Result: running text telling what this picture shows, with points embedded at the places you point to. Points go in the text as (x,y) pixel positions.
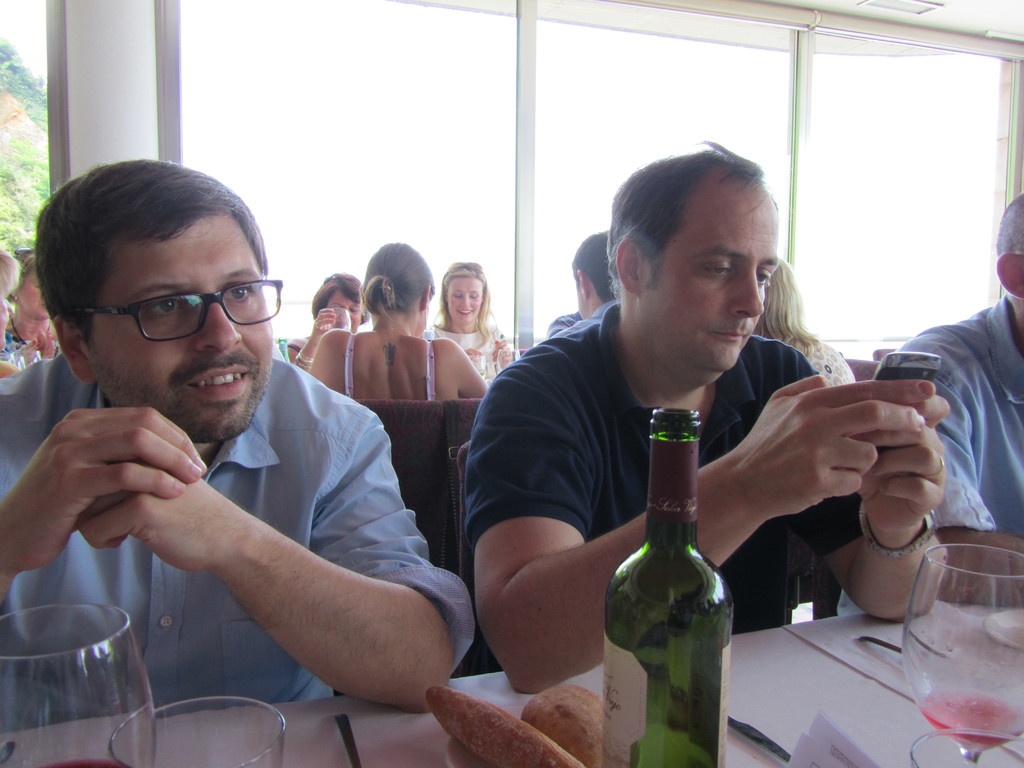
In this picture we can see two men (343,580) sitting on chairs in front of a table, on table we can see bottle (662,676) and glasses (938,669), in the background (365,351) we can see group of people (356,339) sitting in front of a table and also we can see trees (30,184) in background (47,174), the man (791,484) in front (848,398) is looking at his mobile phone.
